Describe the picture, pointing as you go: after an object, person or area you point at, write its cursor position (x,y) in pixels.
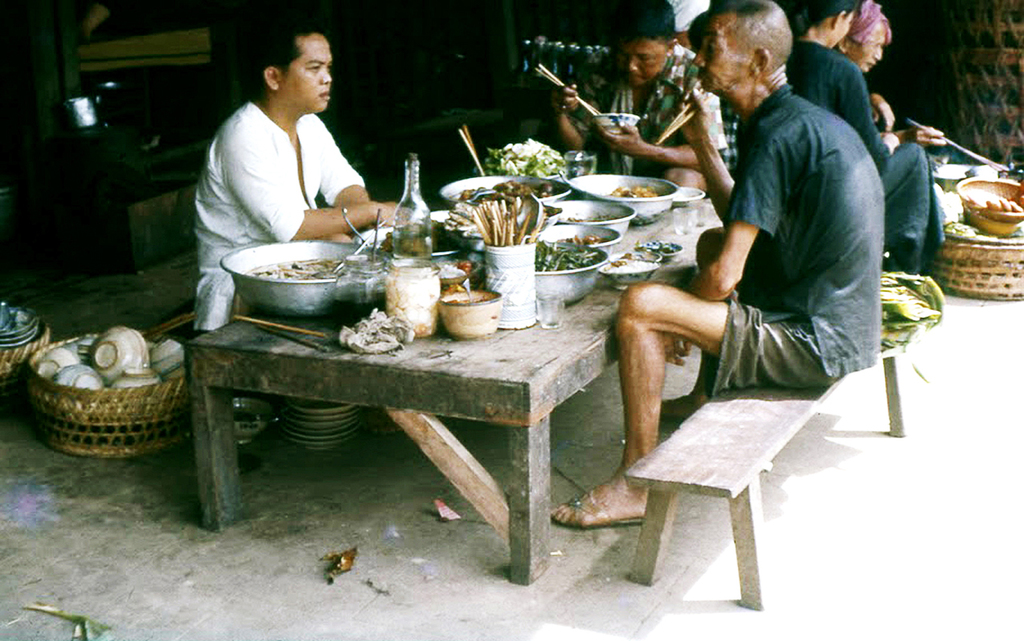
Here we can see three men (277,153) and two ladies (826,63). The men (280,120) white shirt (274,141) is sitting down. And the man (838,215) is sitting on the wooden bench (736,428). In front of them there is a table (531,361) and there are some food items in the vessels (636,217). And there is a basket (140,401) with some cups (117,335).
